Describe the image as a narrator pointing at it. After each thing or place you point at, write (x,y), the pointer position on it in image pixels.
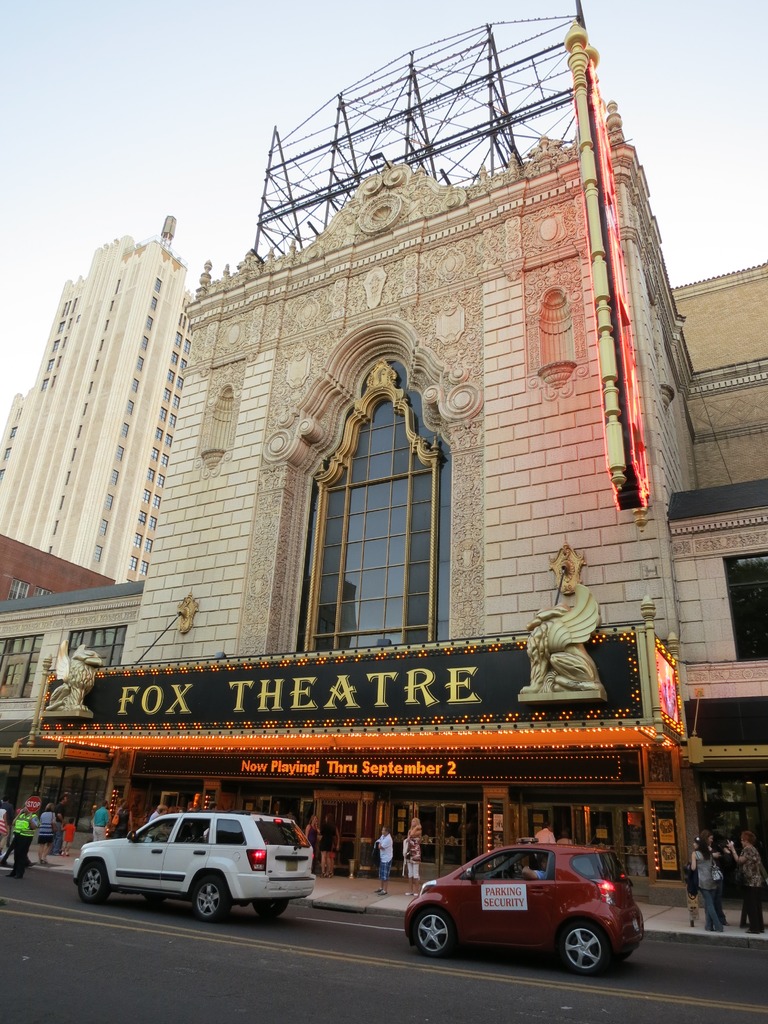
To the bottom of the image (591,997) there is a road (591,997). On the road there is a white color car (247,892) and behind that there is a red color car (479,921). Beside the cars (272,845) there is a footpath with few people (316,820) are walking on it. In the middle of the image (366,661) there is a building (528,458) with name board (606,665) on it. And also there are many buildings (20,541). To the top of the image (117,217) there is a sky (538,135).
